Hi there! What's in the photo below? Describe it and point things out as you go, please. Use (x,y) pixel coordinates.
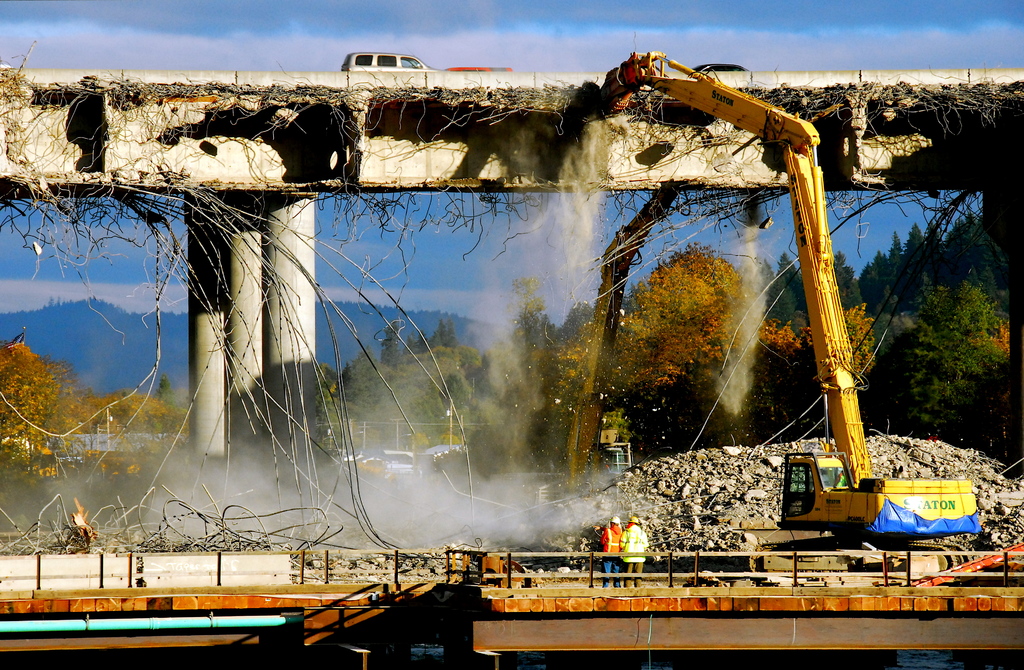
In this image on the top (518,185) we can see a bridge (149,151), and the car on the bridge (190,167), and there are some mountains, trees (1004,444) and there is a sky (239,55) on the top (640,5).
